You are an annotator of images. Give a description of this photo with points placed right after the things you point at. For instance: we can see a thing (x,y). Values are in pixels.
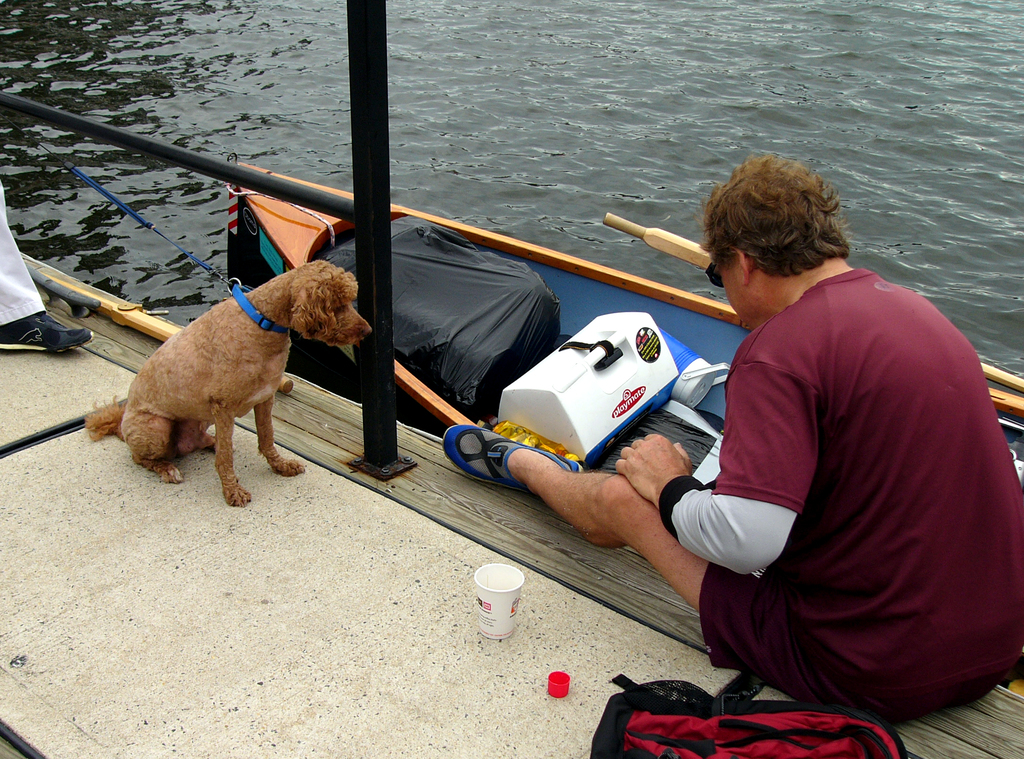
On the right side of the image (926,541), we can see a person (771,574) is sitting on the wooden object (953,730). Here we can see backpack (902,745), glass (487,579) and red color object (556,684). On the left side of the image (154,425), we can see a dog (229,391) is sitting and wearing belt (263,322). Here we can see a rope (114,201) and human leg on the walkway (258,524). Here there is a boat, few objects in it. Top of the image (56,238), we can see water (540,167). Here we can see rods (234,167).
